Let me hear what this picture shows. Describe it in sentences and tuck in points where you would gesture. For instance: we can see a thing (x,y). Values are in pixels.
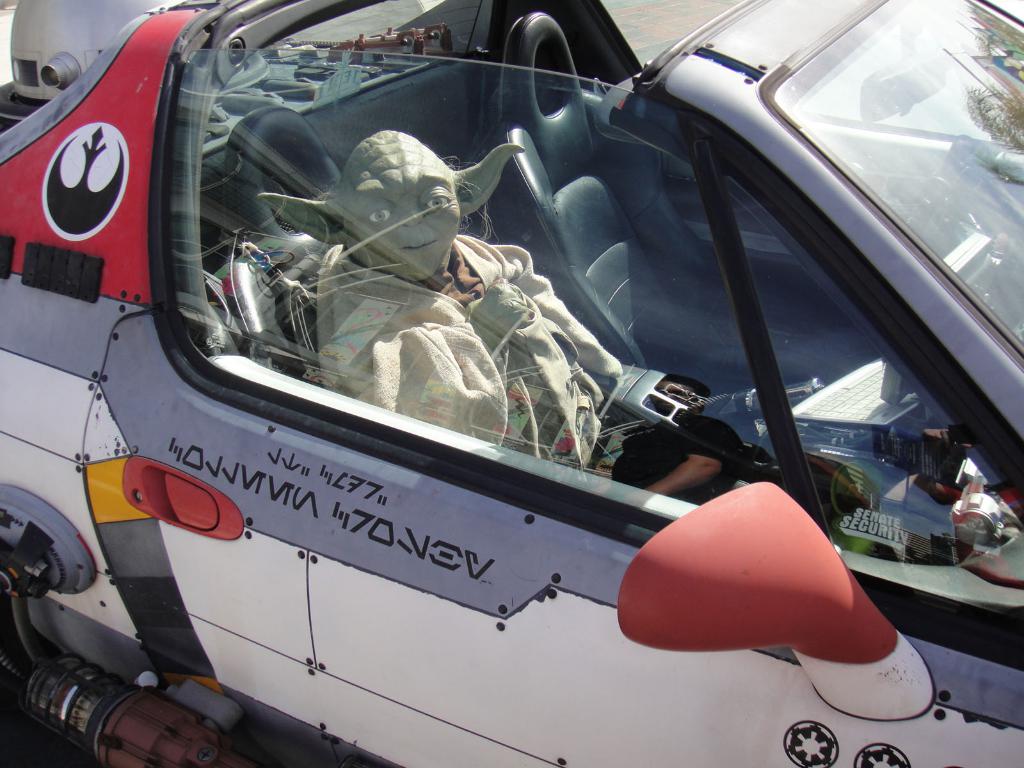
In the center of the image (419,303) we can see a toy (387,346) placed in a car (523,376). In the background (663,45) there is a road (620,4).
